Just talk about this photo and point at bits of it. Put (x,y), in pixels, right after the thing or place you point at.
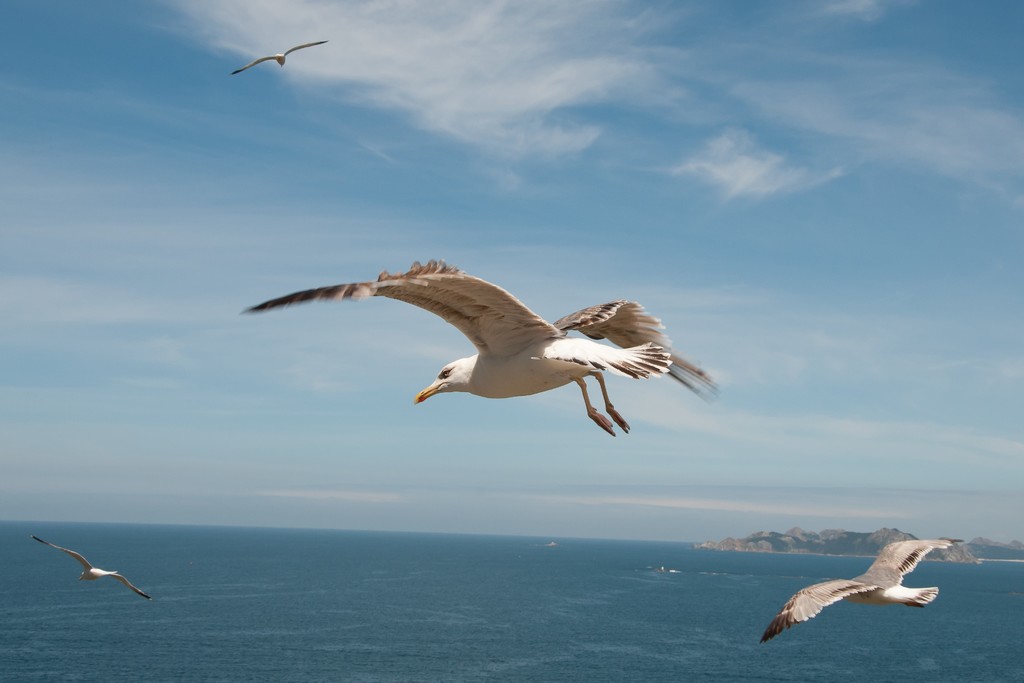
In the image there is a water surface (673,583) and some mountains (784,539) and there are few birds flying in the sky (385,457) above the water surface (365,585).
